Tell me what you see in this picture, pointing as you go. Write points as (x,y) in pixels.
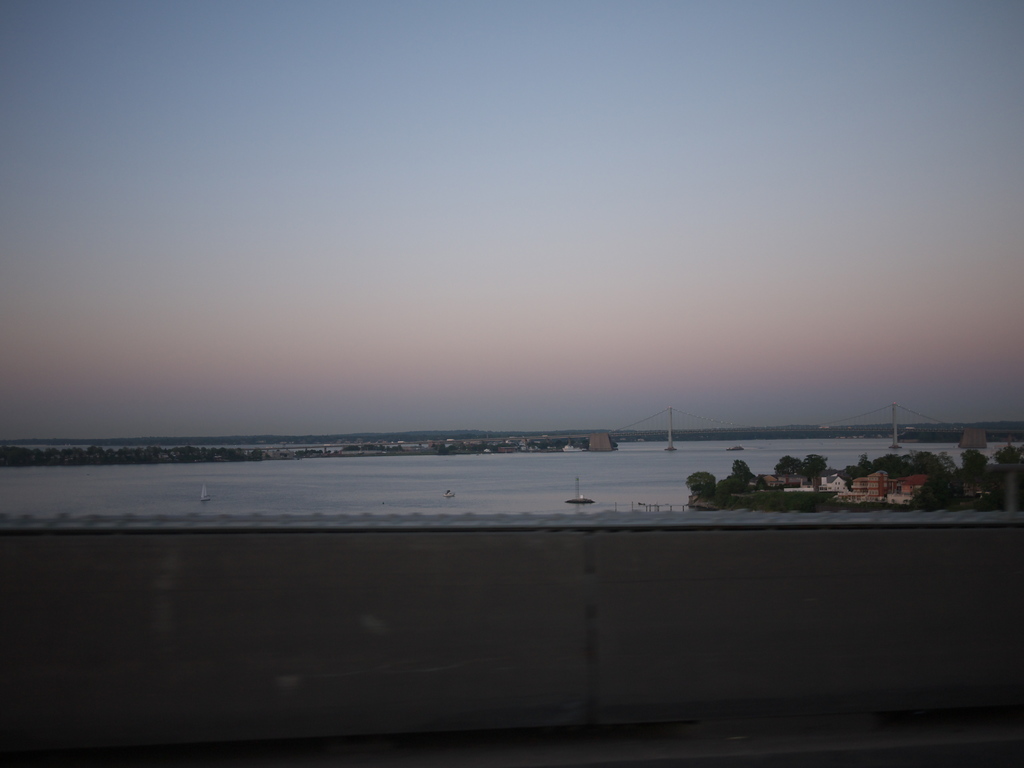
In this picture I can see a number of boats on the water (484,462). I can see trees (815,468). I can see the houses (790,481).
